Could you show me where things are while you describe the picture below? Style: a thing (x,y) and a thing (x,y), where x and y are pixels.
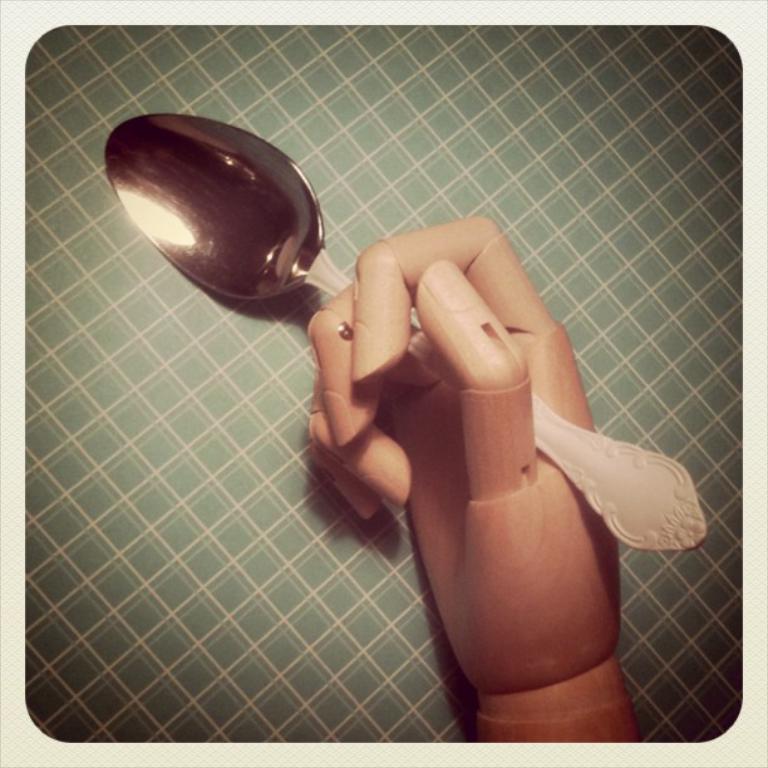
In this image, we can see a toy hand (518,484) is holding a spoon (415,339). Here we can see a check surface (52,552). The borders of the image, we can see white color.
